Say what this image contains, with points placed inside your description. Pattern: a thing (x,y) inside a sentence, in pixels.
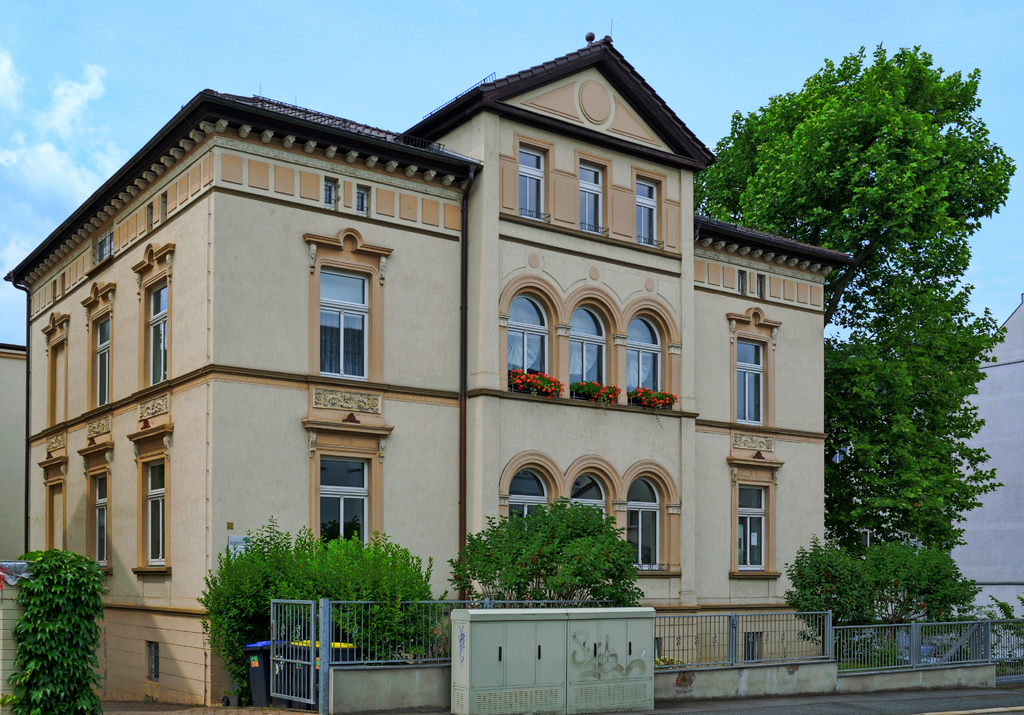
In this image in the center (544,376) there are plants (592,579) and there is a fence (840,629). In front of the fence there is an object (552,648) which is white in colour. In the background (293,327) there are buildings (561,369) and there are trees (879,346). On the right side (1016,474) there is a wall (1007,466) and the sky (51,177) is cloudy.
